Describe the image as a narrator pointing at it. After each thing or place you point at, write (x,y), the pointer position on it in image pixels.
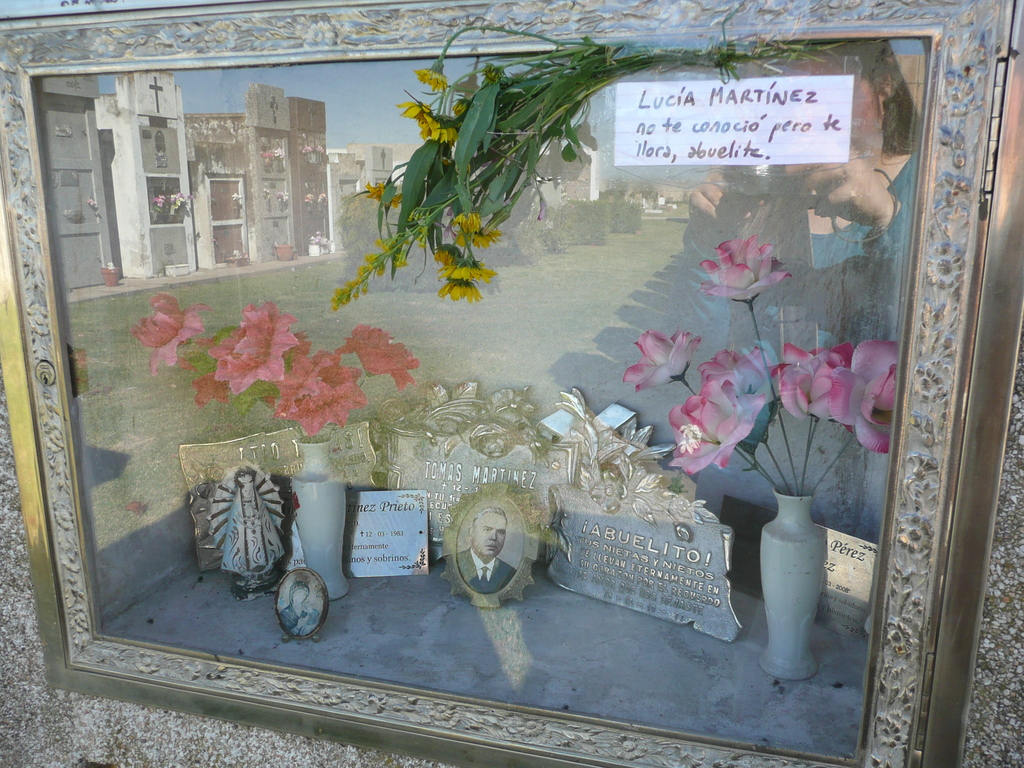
In this image we can see a photo frame (507,22) containing some flower pots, pictures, grass (492,379), buildings (262,113) and the sky (329,123). On the right side (874,193) we can see a person (873,283) holding a camera (774,198).
